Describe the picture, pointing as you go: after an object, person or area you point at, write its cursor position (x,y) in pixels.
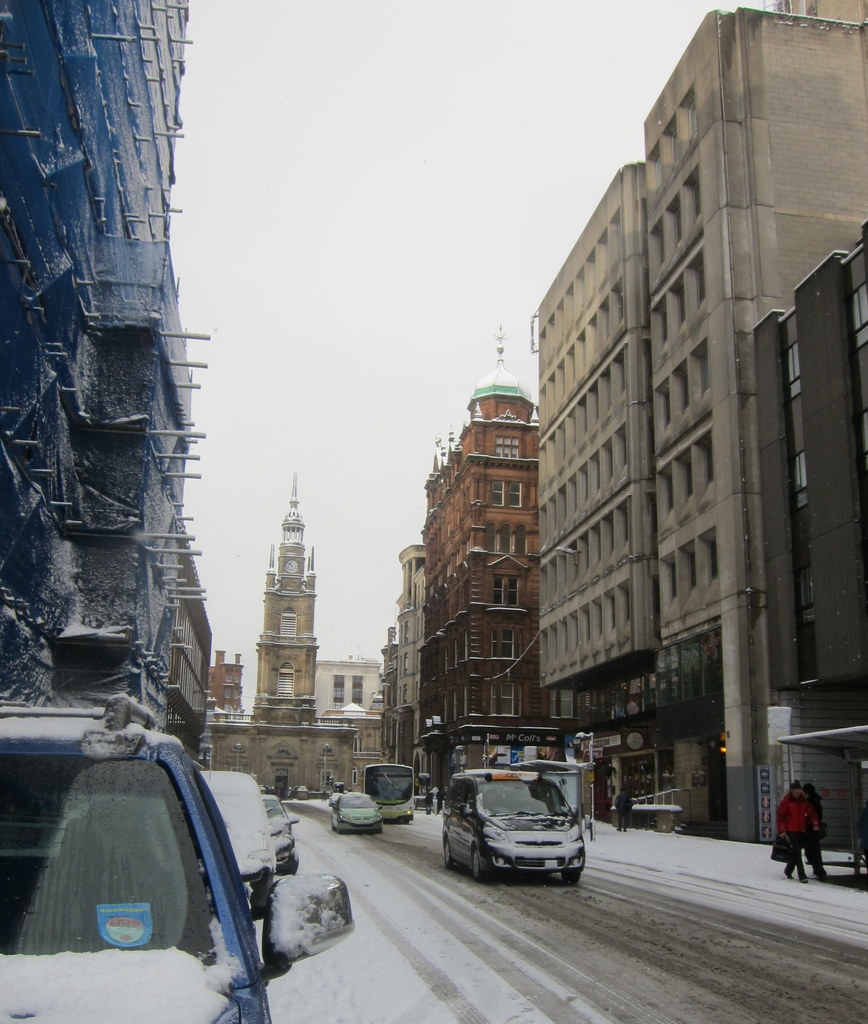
In the foreground of this image (253,933), there are cars (239,833) parked side to the road (322,863) and few cars (499,841) moving on the road (445,917) to which buildings (532,520) are on the either side to the path (821,891) and few persons (811,840) walking on the snow path (659,864). In the background (461,662), there are buildings (399,684) and the sky (301,315).
